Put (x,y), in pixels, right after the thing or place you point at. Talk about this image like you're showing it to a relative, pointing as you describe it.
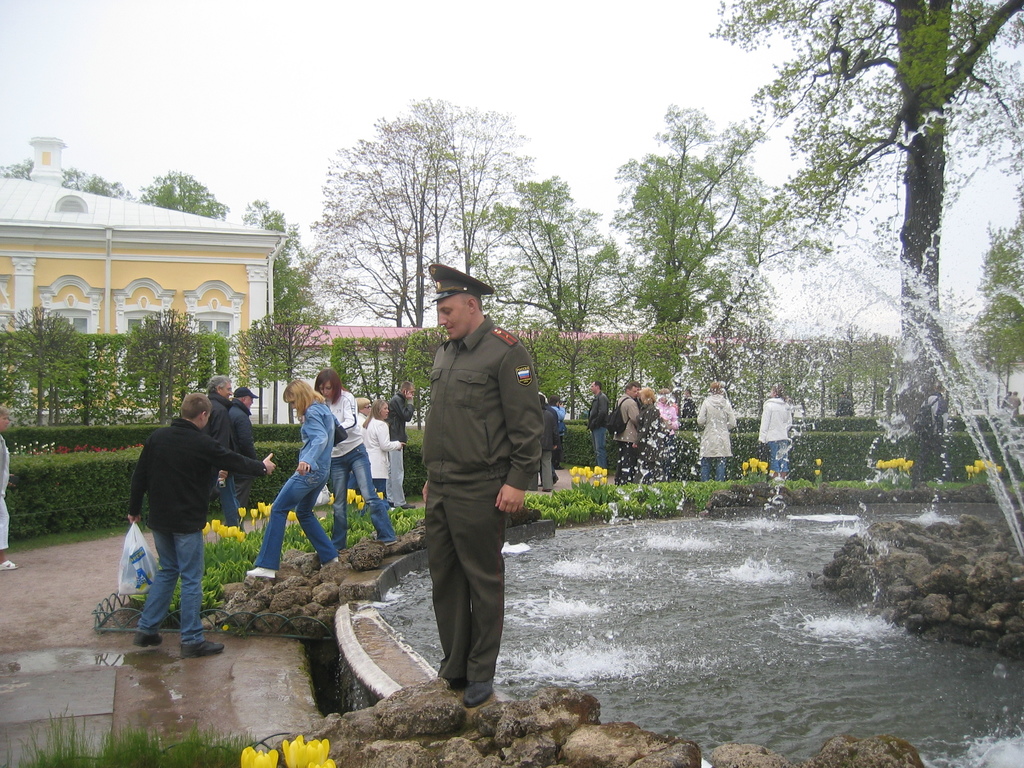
This image consists of many people (725,429). In the front (447,433), the man (445,403) wearing a cap (460,273) is standing on the rock (478,710). On the right (888,636), we can see a fountain (890,605). At the bottom (684,698), there is water (641,714) and rocks (369,756). In the background (251,277), there is a house (19,215) along with the trees (161,353). At the top (356,65), there is a sky (359,104).
